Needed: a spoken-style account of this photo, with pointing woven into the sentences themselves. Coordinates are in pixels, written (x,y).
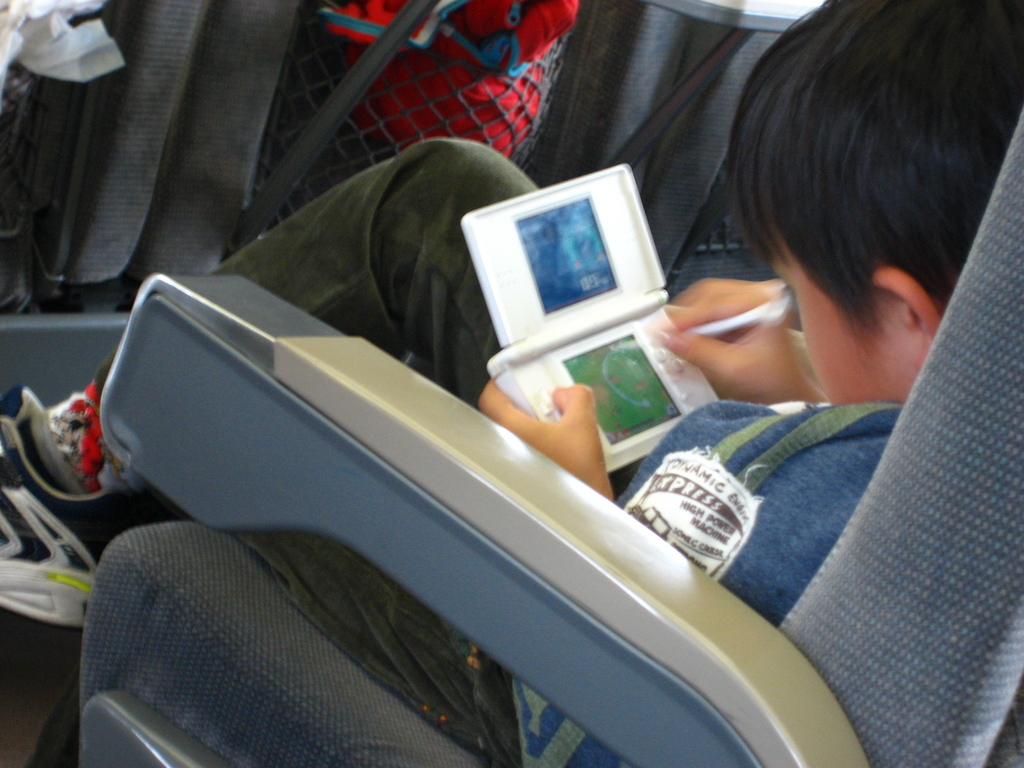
In this picture I can see a boy (35,462) in front (380,225) who is sitting on a chair (338,331) and I see that he is holding an electronic gadget (600,283) and a white color thing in his hands (670,340). On the top of this picture (108,51) I can see the white color thing (105,57) and the red color thing (401,72).
